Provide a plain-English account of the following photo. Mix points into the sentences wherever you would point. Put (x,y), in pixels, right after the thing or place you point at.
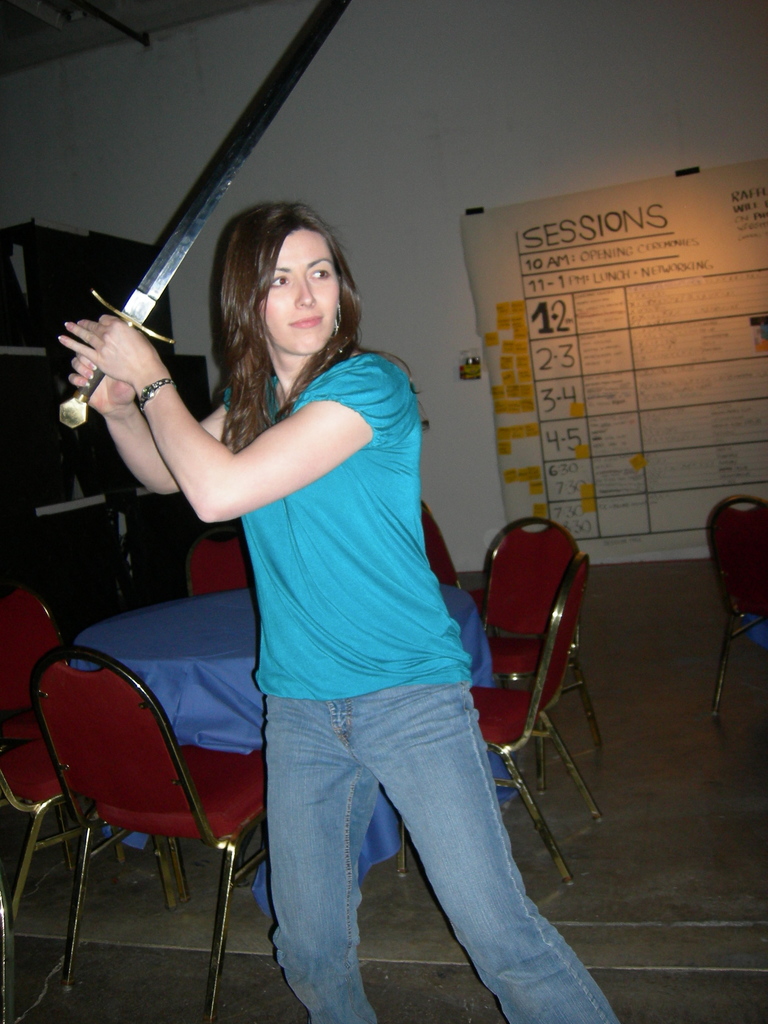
In this image we see a woman (263,556) wearing blue t shirt (336,559) is holding a sword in her hands (121,327). In the background (553,618) we can see a chairs (194,746) and table (172,653), chart (689,378) on the wall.
